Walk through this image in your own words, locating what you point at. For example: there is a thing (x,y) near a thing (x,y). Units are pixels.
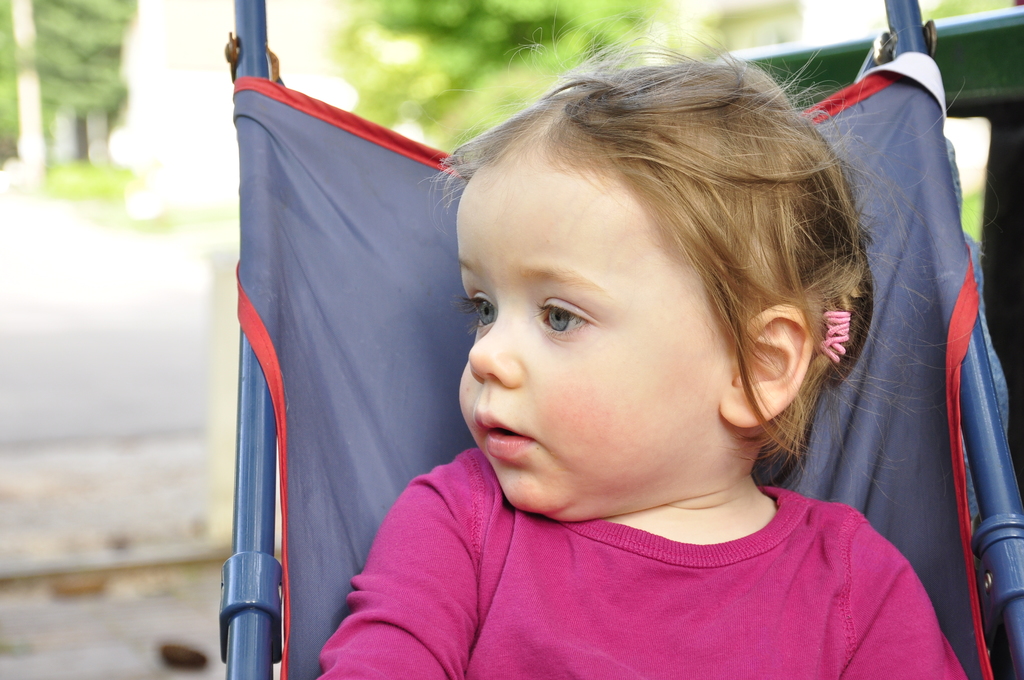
In this image there is one kid (594,484) is sitting on an object (333,367) as we can see on the right side of this image (694,446) and there is a tree (433,70) on the top of this image (405,68).
